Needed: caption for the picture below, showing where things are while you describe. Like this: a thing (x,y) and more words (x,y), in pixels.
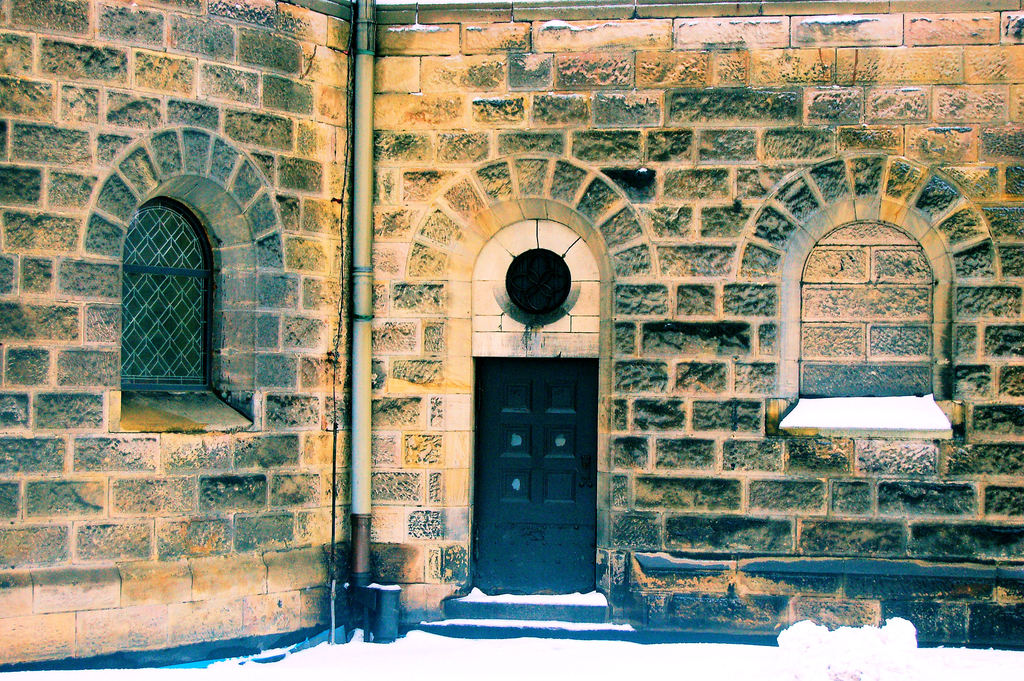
In this picture we can see wall (177,86), windows (191,329), pole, door (520,419) and snow (482,601).
